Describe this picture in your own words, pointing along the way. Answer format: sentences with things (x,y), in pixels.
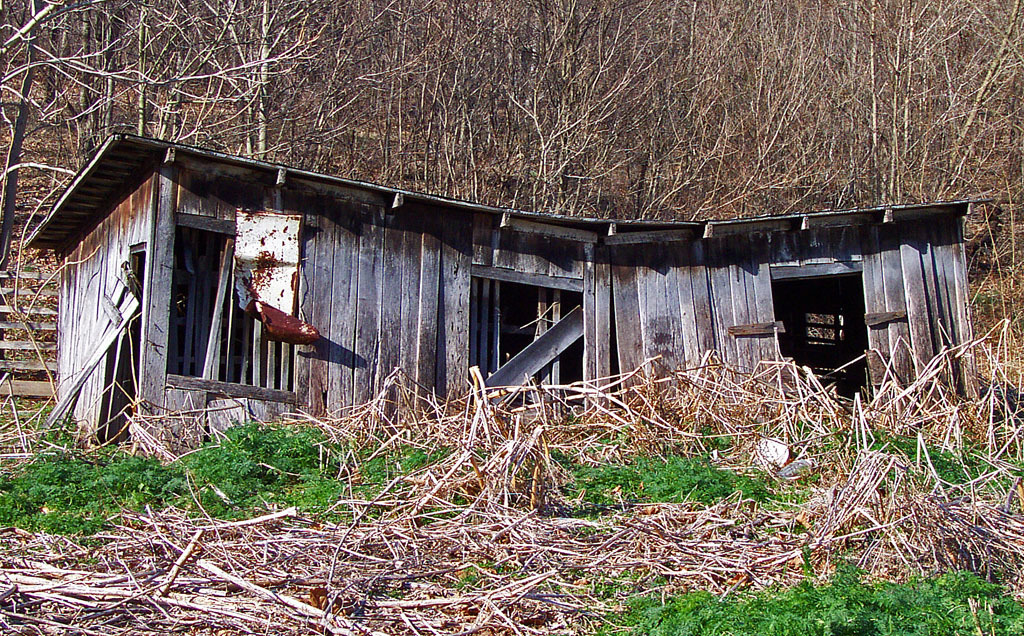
In this image I can see some grass (539,552) on the ground (575,530), few plants (586,509) which are green in color and an old shed (412,318) which is made of wood (409,317) which is grey and brown in color. In the background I can see few trees (348,108) which are dried.
